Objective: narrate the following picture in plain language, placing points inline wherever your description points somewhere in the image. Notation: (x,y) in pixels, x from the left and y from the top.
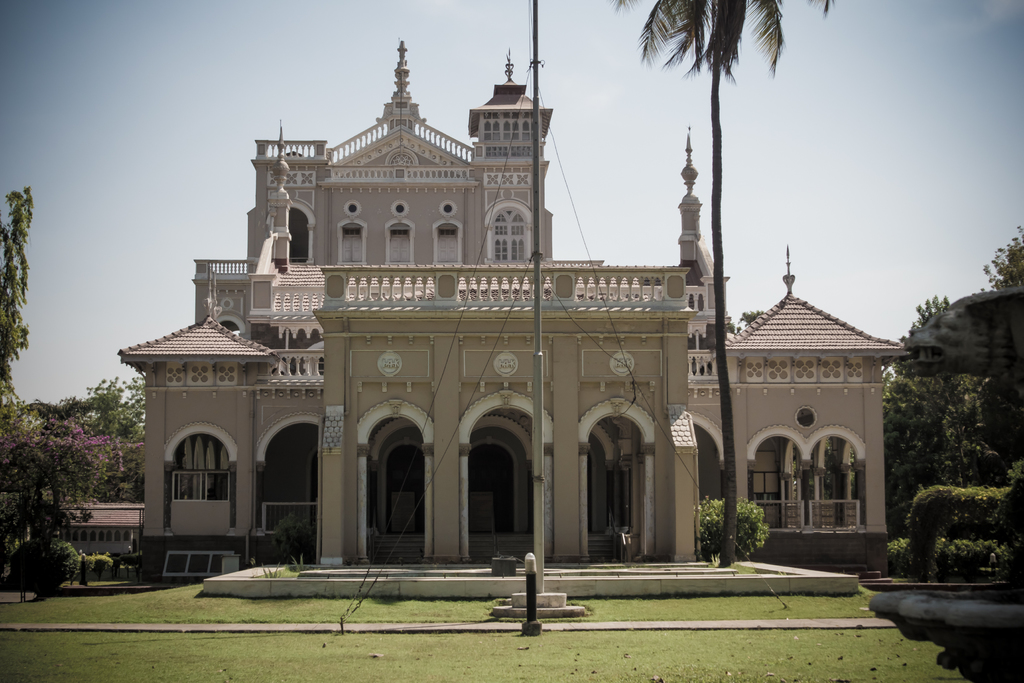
In this picture we can see the grass (677,646), building (419,180), trees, pole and in the background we can see the sky (351,121).
